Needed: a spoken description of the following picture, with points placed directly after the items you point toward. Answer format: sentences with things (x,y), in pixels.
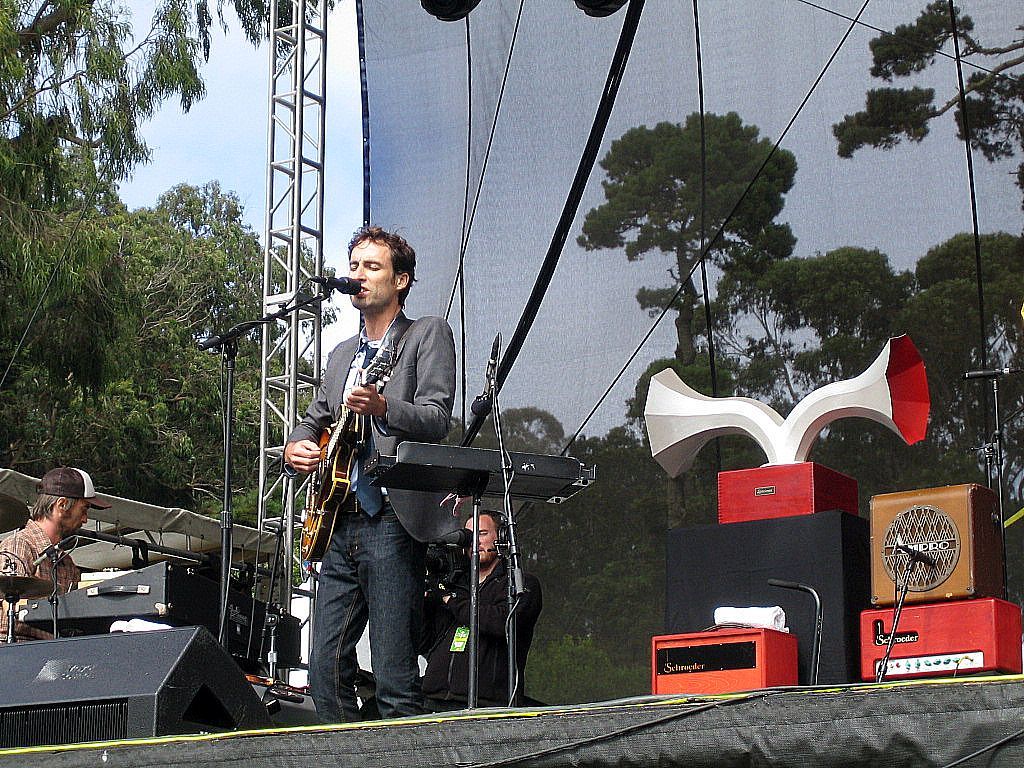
In this image there is a person (338,371) singing by playing the guitar (380,380) in front of a mic (336,291) on the stage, behind the person (345,575) there is another person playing a piano (153,579) and there is another person (490,569) video graphing, behind them there are a few other musical instruments (878,556) and a big banner (386,142) and a metal structure (323,247), beside the metal structure (289,205) there are trees (238,355).
